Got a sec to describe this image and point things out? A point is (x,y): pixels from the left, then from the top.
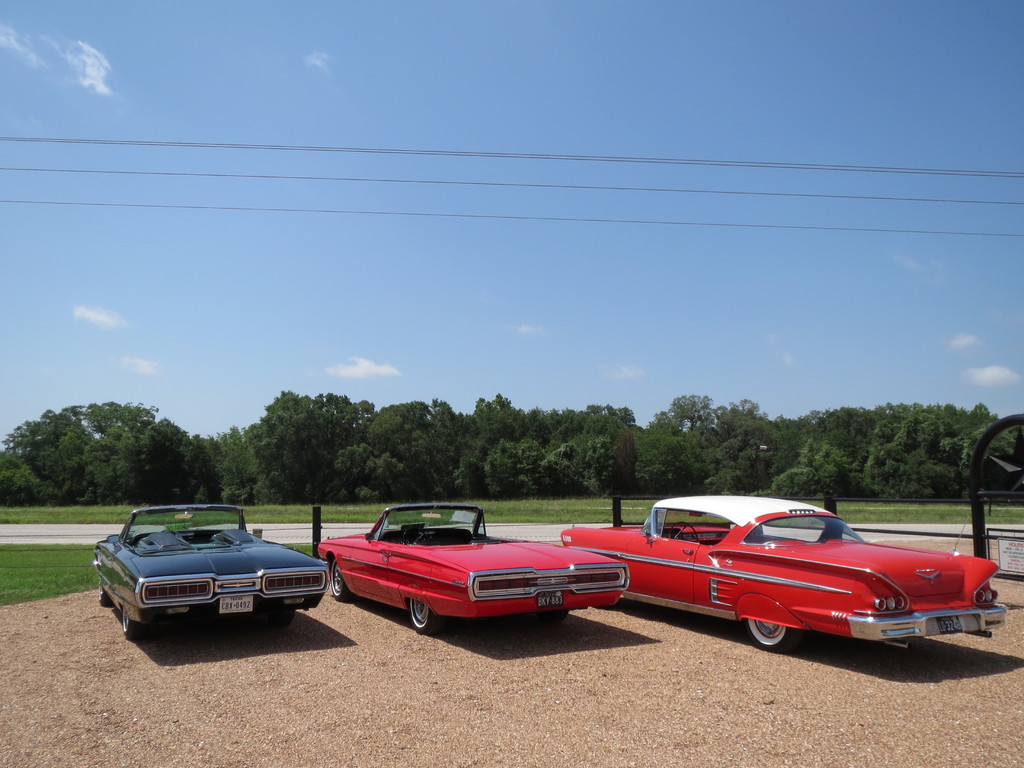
In this picture, we see three cars (278,557) which are in red, white and black color are parked. Behind the cars (342,545), we see the poles (316,524) and the fence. At the bottom (726,692), we see the small stones (625,674). On the right side (1023,565), we see a board (1014,552) in white color with some text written on it. Behind the cars (156,523), we see the grass (41,547) and the road (58,543). There are trees (353,453) in the background (504,423). At the top (341,247), we see the sky (341,247), wires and the clouds (392,368).
